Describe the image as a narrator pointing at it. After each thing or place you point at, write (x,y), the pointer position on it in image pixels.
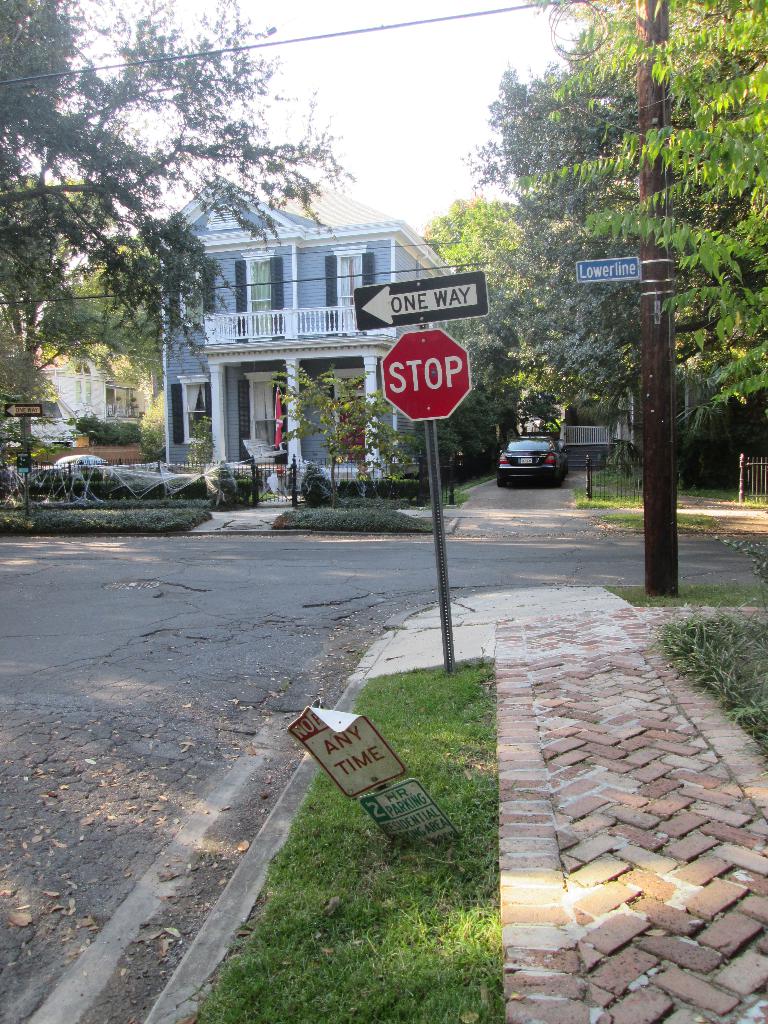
In the foreground of the image (329,910) we can see the road (101,810), grass (383,911) and a board (355,784). In the middle of the image (375,447) we can see a house (253,346), car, trees (490,281) and a board (419,366). On the top of the image (402,97) we can see the sky (380,110) and a wire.
